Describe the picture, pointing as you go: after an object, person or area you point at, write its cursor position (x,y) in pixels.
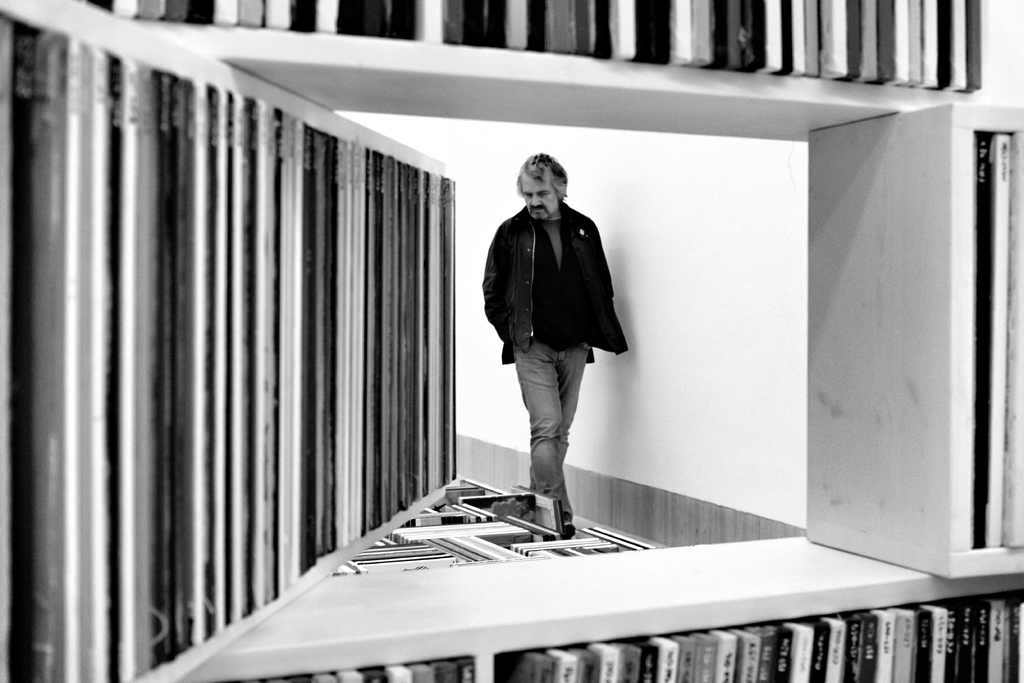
In this image I can see in the middle (538,401) a man (561,308) is walking, he wore coat (592,309), trouser (570,401). At the bottom (961,629) there are books (837,626) in the rack (549,638).
